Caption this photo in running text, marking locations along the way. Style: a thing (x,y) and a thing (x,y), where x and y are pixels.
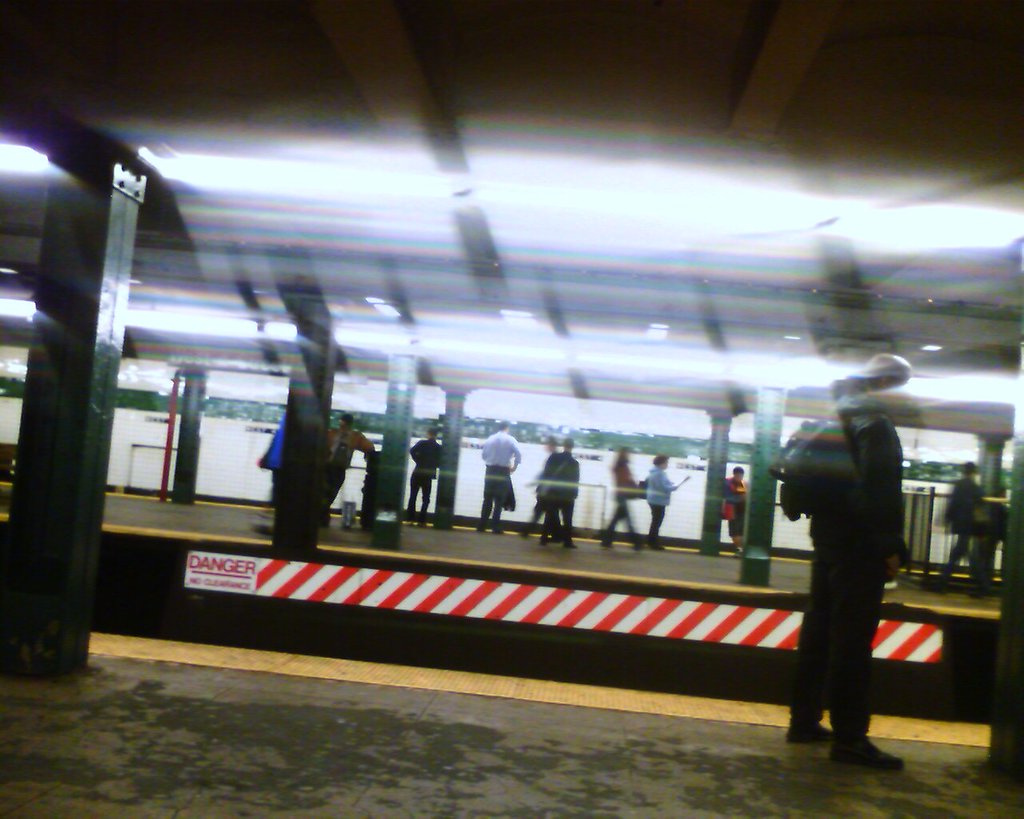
In the image we can see some platforms (422,544), on the platforms (157,507) few people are standing and walking. At the top of the image (395,163) there are some lights (867,203). Background of the image (981,593) is blur.
